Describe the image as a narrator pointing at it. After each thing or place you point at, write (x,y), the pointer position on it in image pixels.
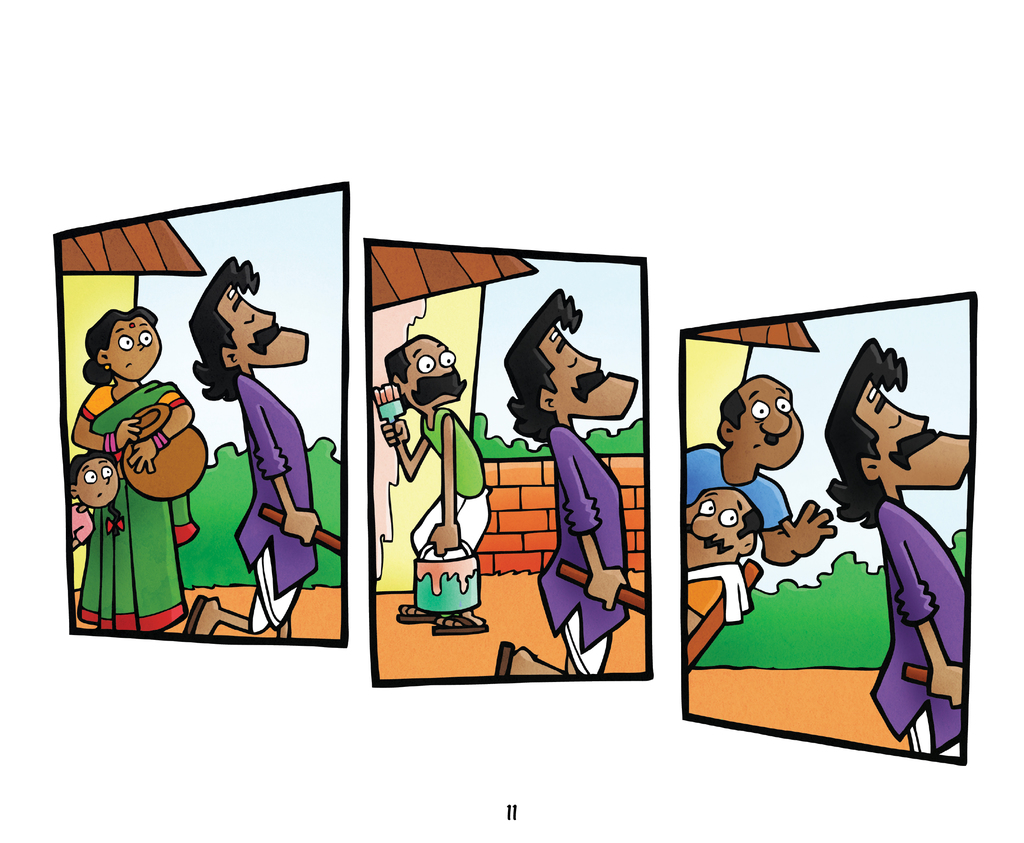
In this picture I can see the images (327,408) in which there are cartoon characters (621,487).
